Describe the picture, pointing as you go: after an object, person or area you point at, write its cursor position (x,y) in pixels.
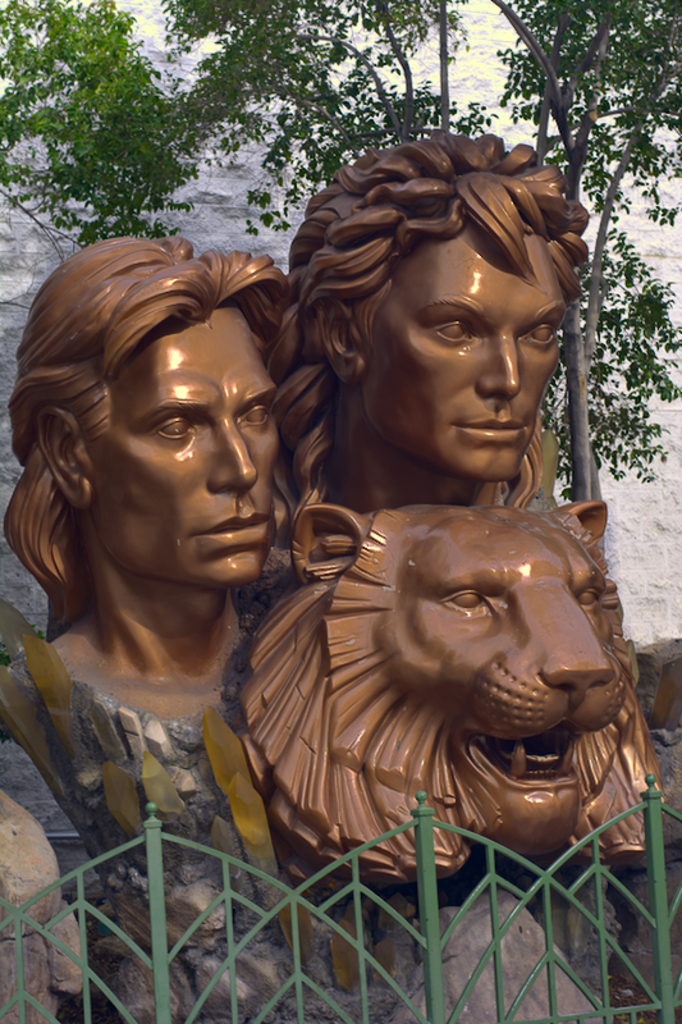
In this picture there are sculptures (228,392) of a man (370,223) and woman (417,270) and there is a sculpture (437,516) of a lion (479,604). In the foreground (18,999) there is a railing (25,1009). Behind the railing (234,1009) there are rocks (201,1023) and there is a tree (210,31).
